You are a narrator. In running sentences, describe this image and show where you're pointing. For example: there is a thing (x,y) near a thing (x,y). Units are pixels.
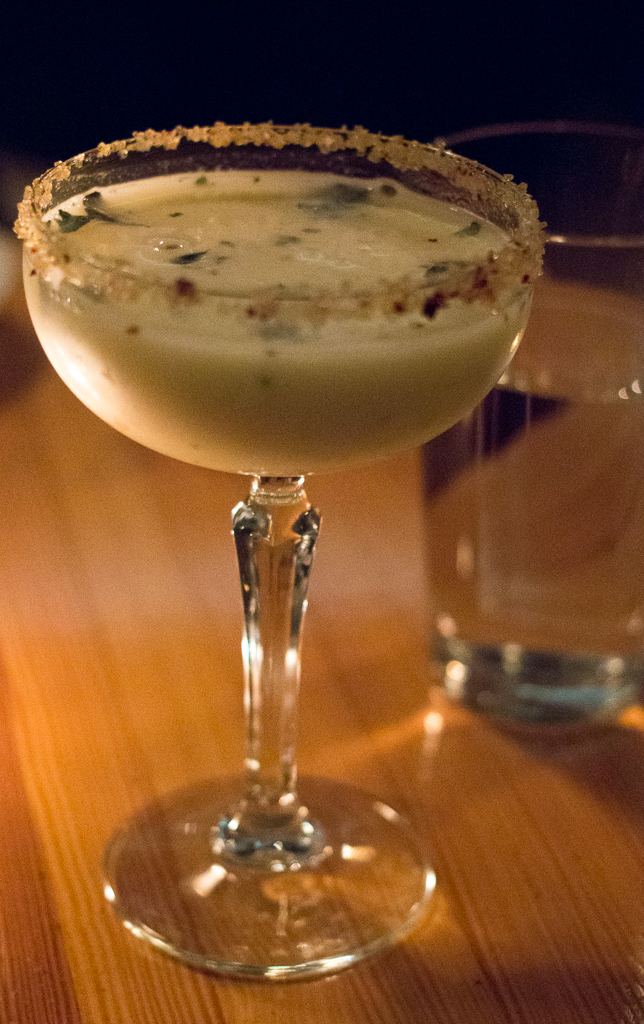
In the image we can see on the table (205,975) there is wine glass (335,395) in which there is a sweet (290,232) and beside there is a glass (558,430) in which there is water (548,626). The table (56,801) is made up of wood (94,745).
